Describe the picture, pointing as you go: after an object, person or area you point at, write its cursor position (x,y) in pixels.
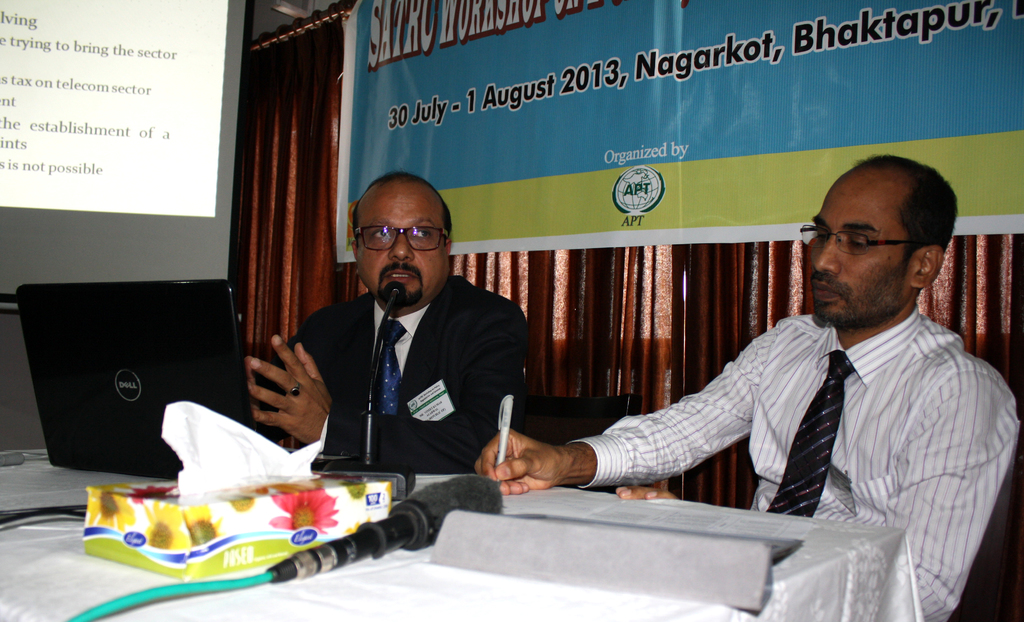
In this picture there are two men (460,408) sitting on the chair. In the front (466,483) there is a table (561,610) with black laptop (128,378) and microphone (419,507). Behind there is a brown color curtain (274,132) and blue banner (570,155).
